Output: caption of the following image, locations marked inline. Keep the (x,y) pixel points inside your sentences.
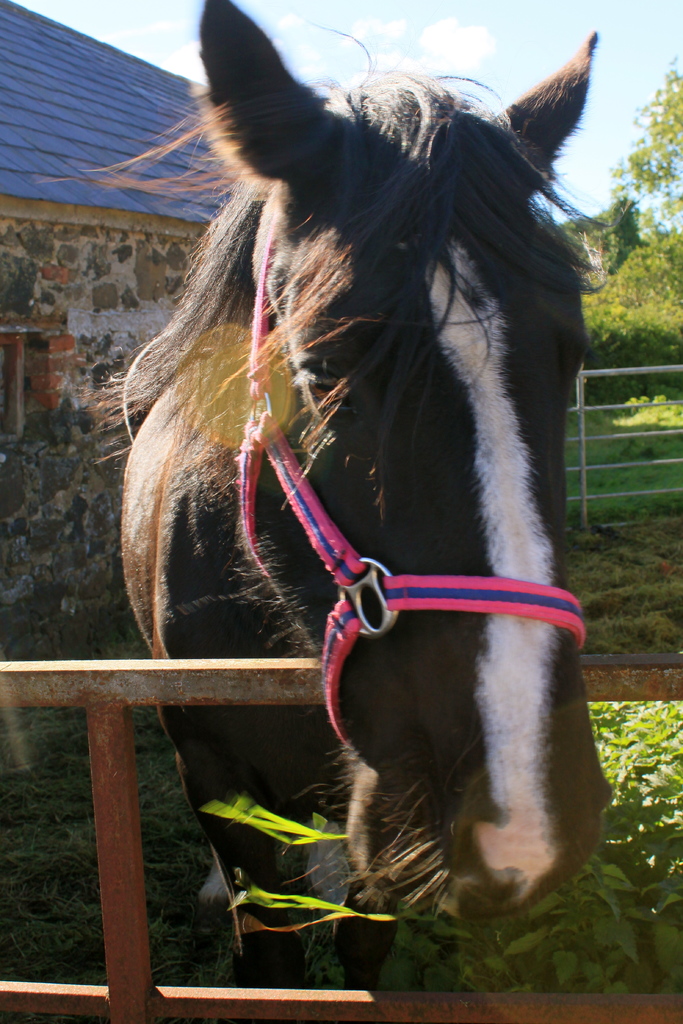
There is a horse (242,424) with a pink and blue color belt (336,615) on the face (334,428). There is fencing (125,861). Near to that there is a plant (631,843). In the back (159,244) there is a building (124,301). Also there is a fencing (613,407) on the right side (620,438). In the background (614,287) there are trees (634,294) and sky (618,117).
